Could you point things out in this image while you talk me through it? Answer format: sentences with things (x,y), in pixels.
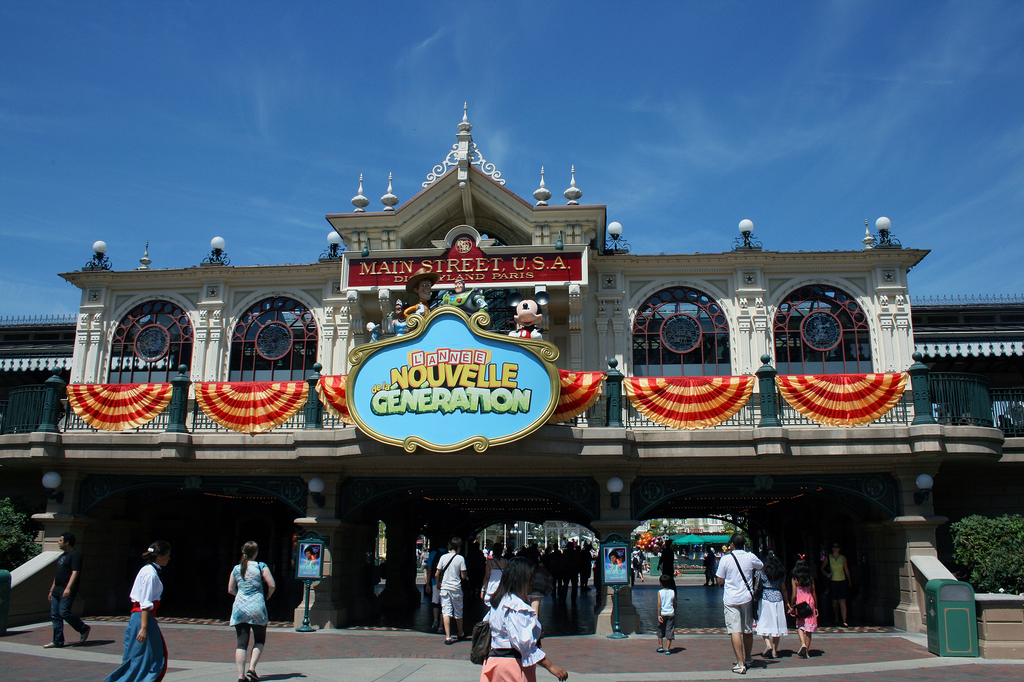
In the center of the image (485,387) there is a building (822,541). At the bottom (442,540) there are many people (560,550) walking. On the right (1006,541) there is a bush (987,562). In the background (683,88) there is a sky (672,97).
